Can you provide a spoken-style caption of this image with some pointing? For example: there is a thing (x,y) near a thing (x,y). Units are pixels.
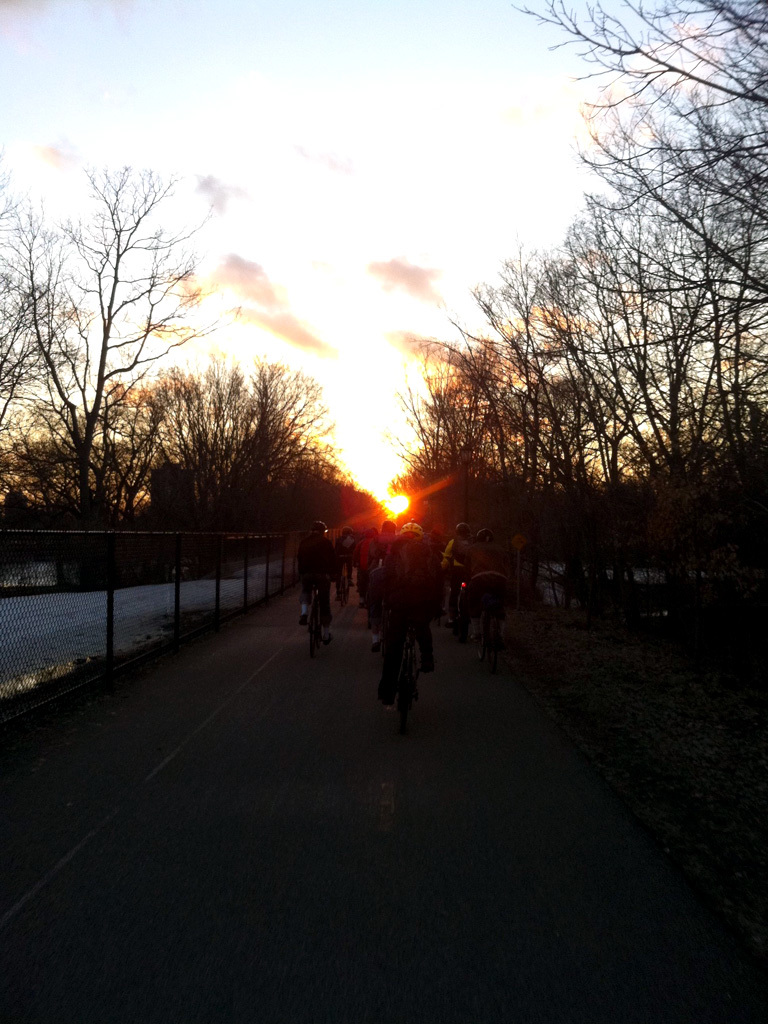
In this image we can see there are some people (351,534) riding bicycles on the road (304,755), and in the middle of this picture (424,516) we can see there are some trees (664,514), background (169,29) is the sky (417,40).
